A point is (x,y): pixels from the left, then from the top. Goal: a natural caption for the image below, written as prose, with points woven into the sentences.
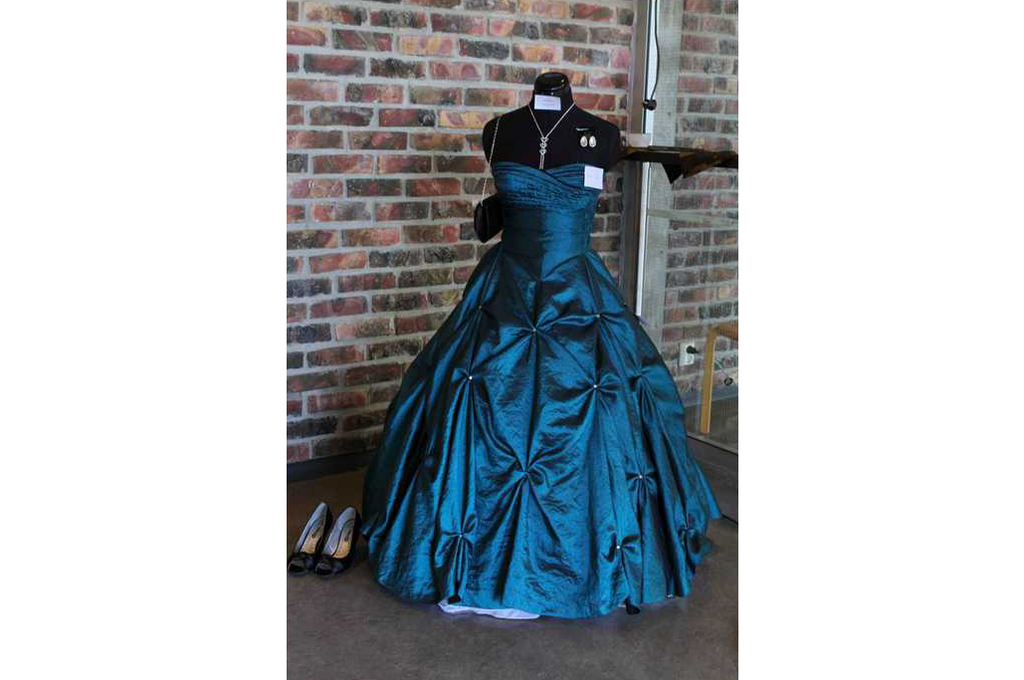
In this image I can see a black colored mannequin (547,124) to which I can see a dress (479,312) which is blue in color and I can see a footwear (330,564) on the floor (304,502) beside the dress (573,433). In the background (422,49) I can see the wall (367,179) which is made up of bricks (350,84) and a power socket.
